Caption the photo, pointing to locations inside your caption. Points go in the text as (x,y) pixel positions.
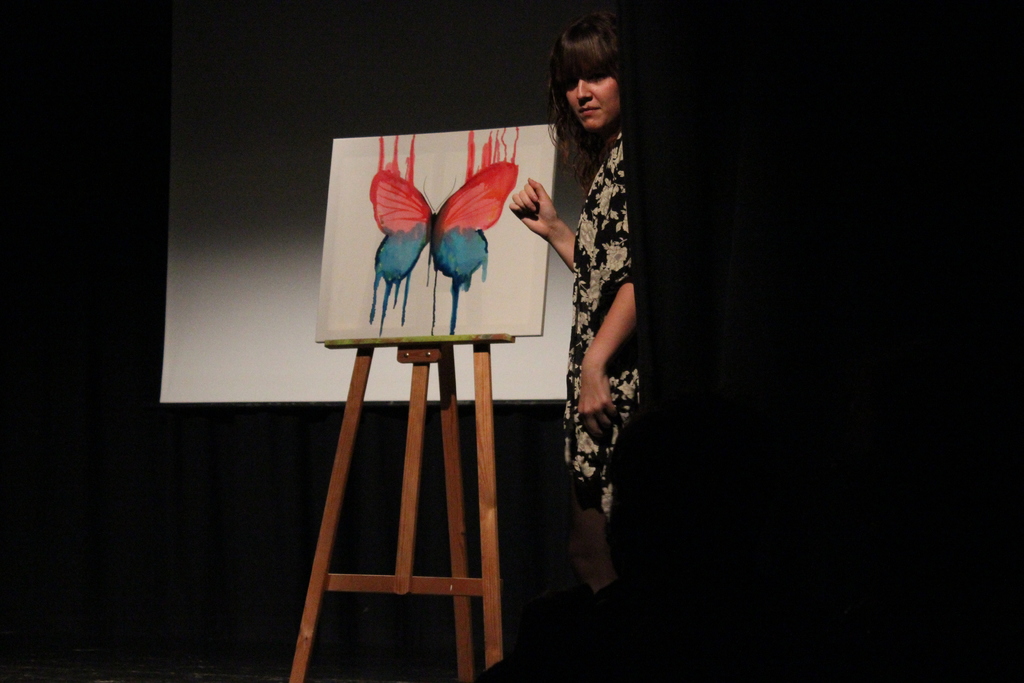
In this image we can see a person (613,111) standing. We can see a board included with a stand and we can also see a butterfly painting (415,306) on the board (441,173). In the background (210,90) we can see the projector screen (222,337).
